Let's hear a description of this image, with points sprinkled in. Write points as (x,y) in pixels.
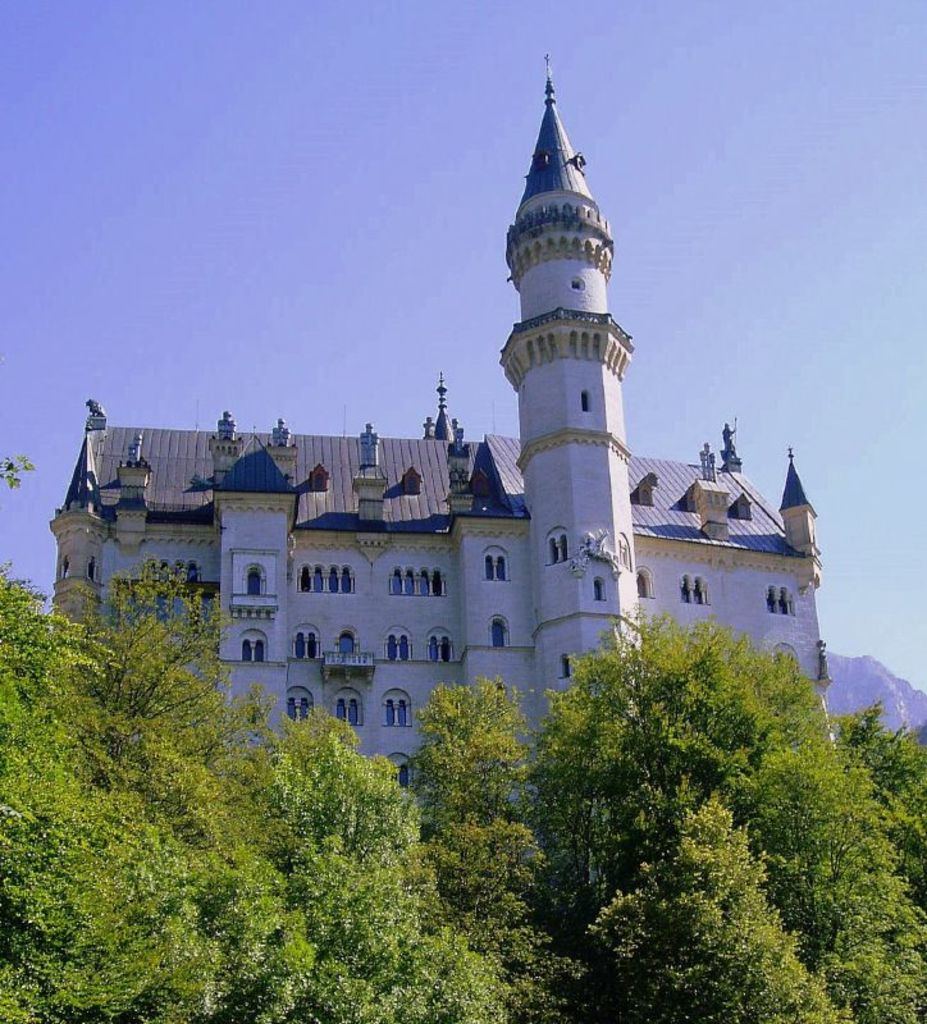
In this picture there is a white color castle house (513,571) with the roof tile (333,475) and tower (552,185). In the front (518,870) bottom side there are some trees (309,959).
